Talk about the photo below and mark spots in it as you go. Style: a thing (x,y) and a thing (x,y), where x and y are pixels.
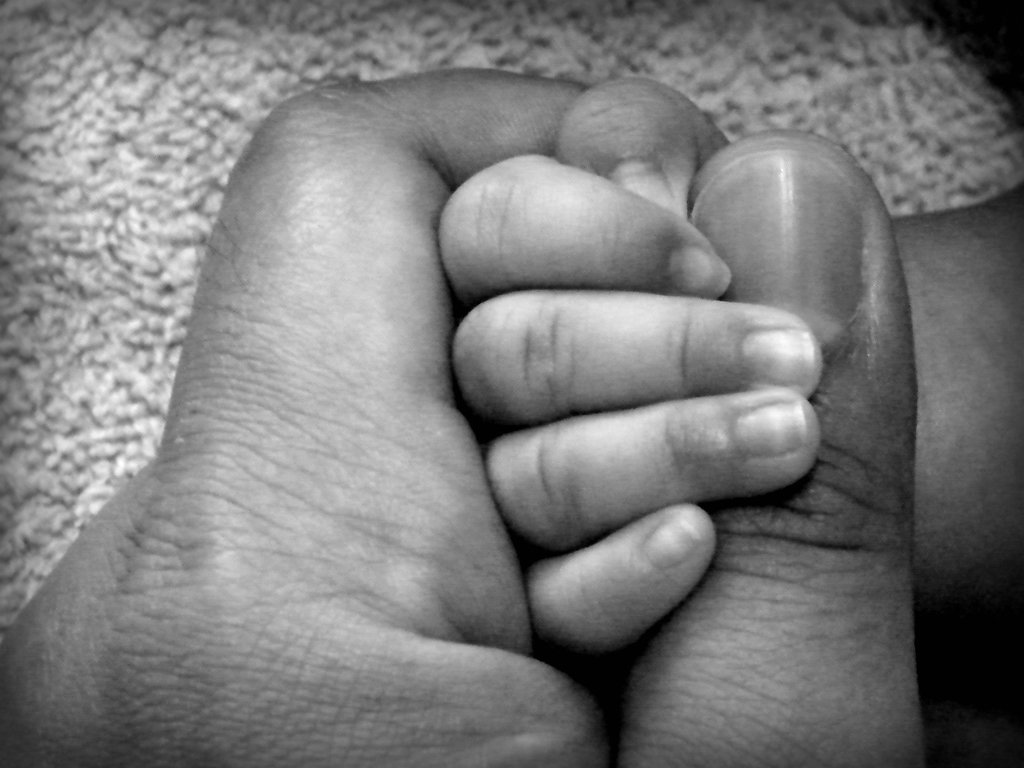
In this picture I can see there is a person (380,451) holding a infant's hand (623,357) and in the backdrop (131,272) there is a carpet (131,272) and this is a black and white image.
